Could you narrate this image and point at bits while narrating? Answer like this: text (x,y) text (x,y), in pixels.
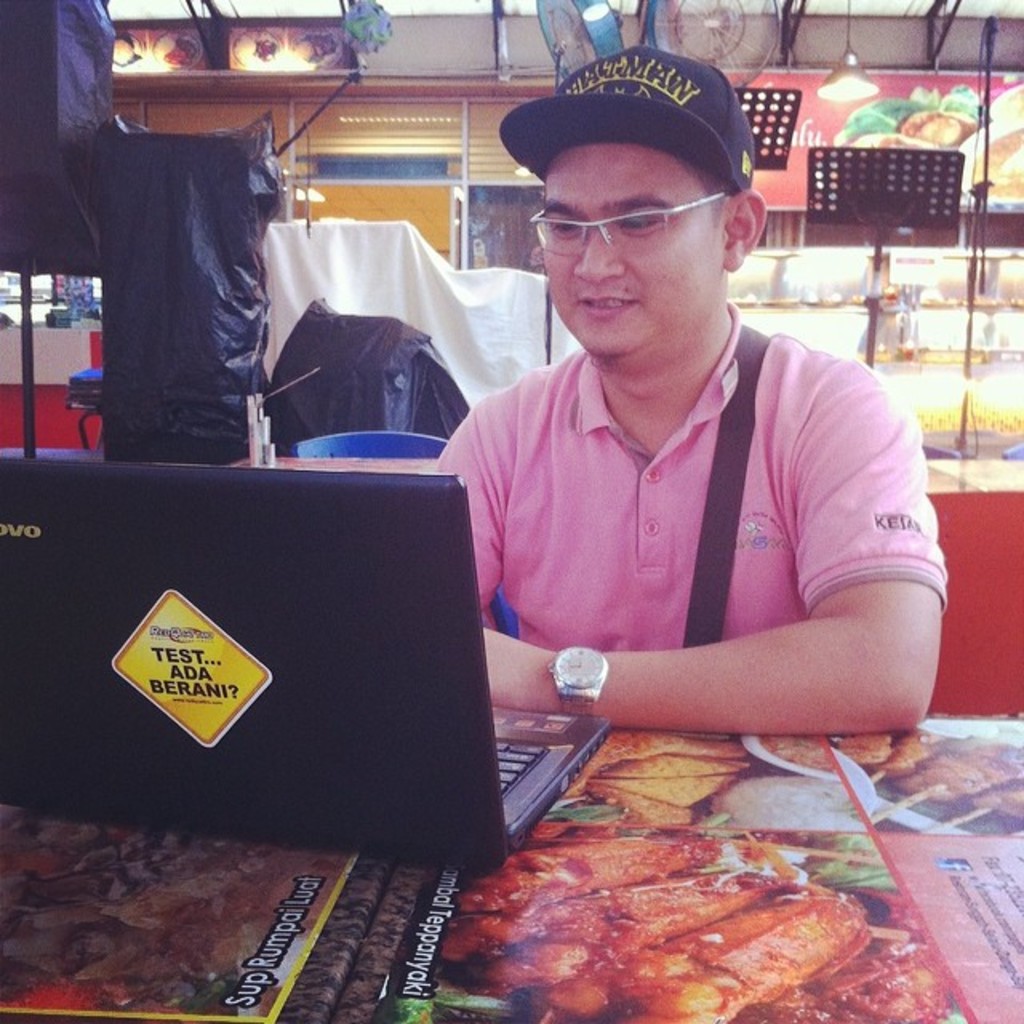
In this image I can see a man (579,594) is wearing spectacles (671,215), a watch (589,689) and a t-shirt (748,530). Here I can see a black color laptop (345,843) on a table (610,931). In the background (279,275) I can see some objects (848,321).
